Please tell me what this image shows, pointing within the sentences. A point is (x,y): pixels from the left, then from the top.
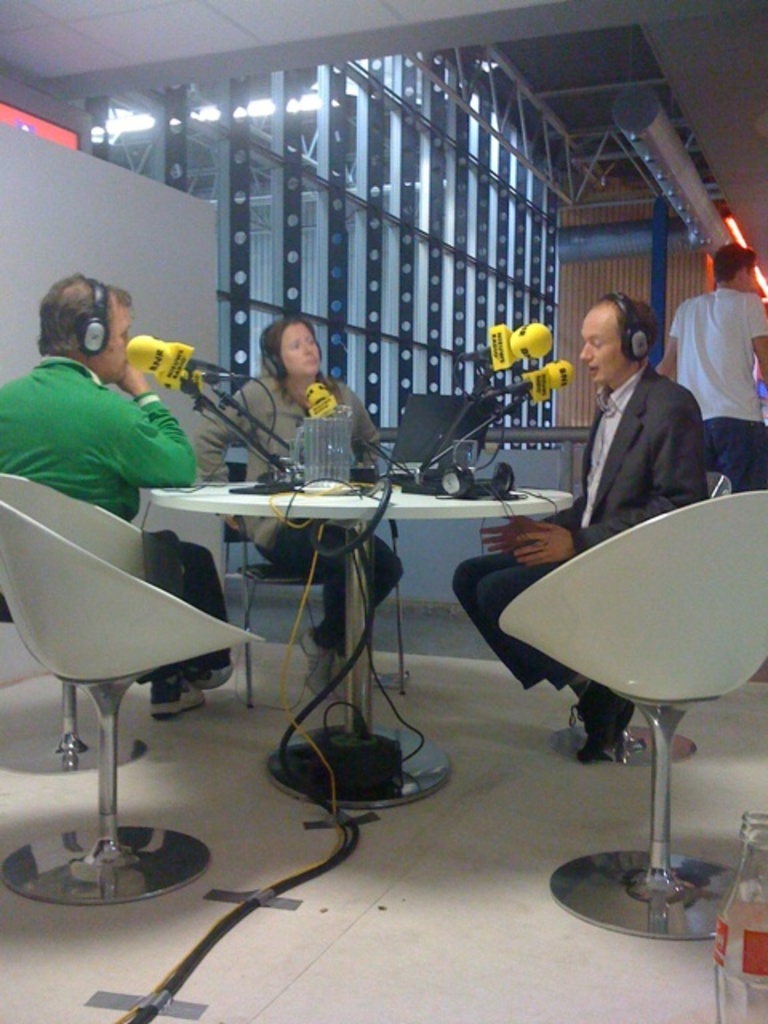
In the image there are two men (152,435) and a woman (282,412) sat on chair (46,502), they are talking on mic (557,375). The mic (561,363) is mounted on the table (346,502), along with it there is laptop (415,440) on table (409,494). In the back side (734,322) there is another guy (734,400) and on right side (751,829) corner there is a soft drink bottle (757,963).
